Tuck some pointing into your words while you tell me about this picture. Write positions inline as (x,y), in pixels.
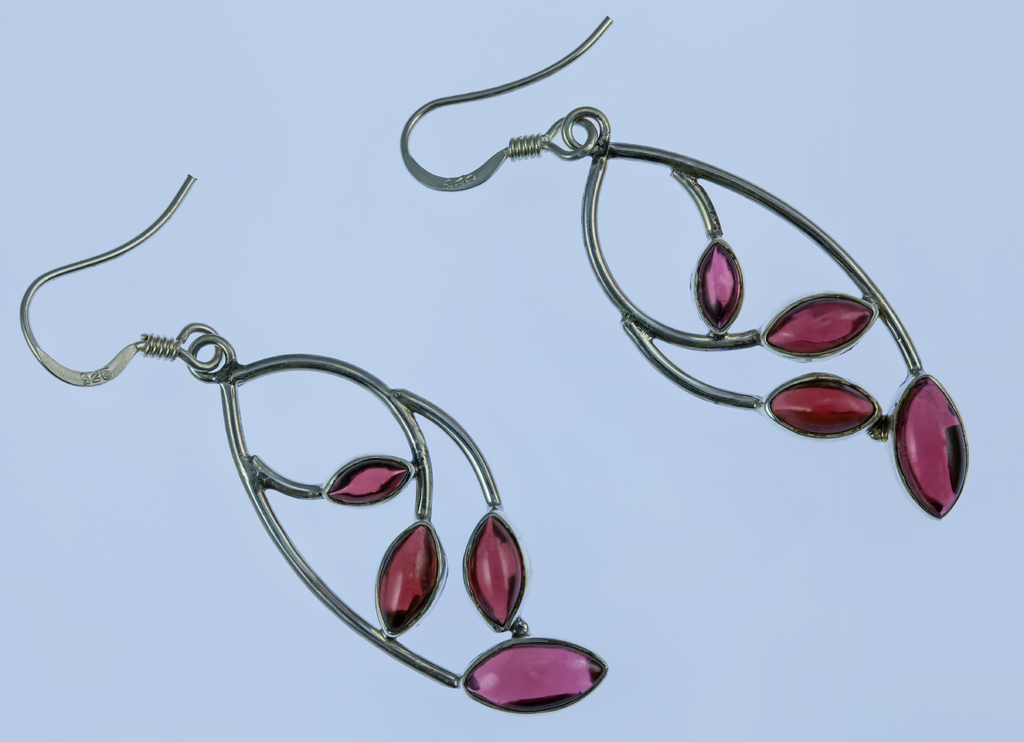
This are earrings (845,408).
